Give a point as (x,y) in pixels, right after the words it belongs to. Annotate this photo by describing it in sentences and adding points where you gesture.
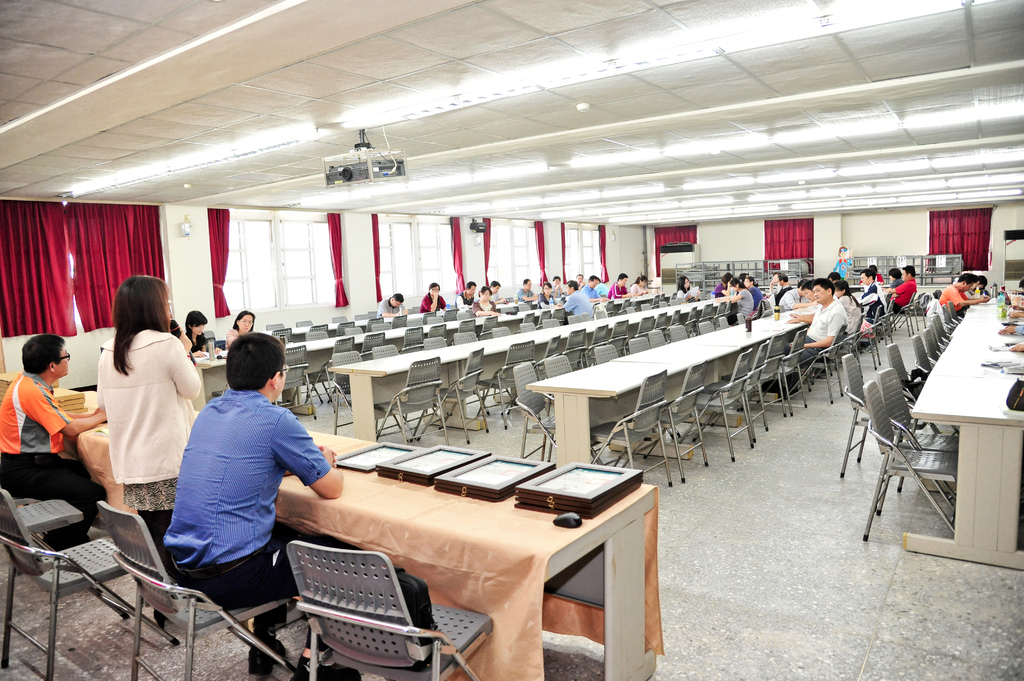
In this picture we can see a group of people (230,513) on the floor (747,461), they are sitting on chairs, one woman (172,513) is standing, she is holding a mic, here we can see tables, chairs (338,346), photo frames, mouse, some objects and in the background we can see a wall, windows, curtains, roof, projector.
